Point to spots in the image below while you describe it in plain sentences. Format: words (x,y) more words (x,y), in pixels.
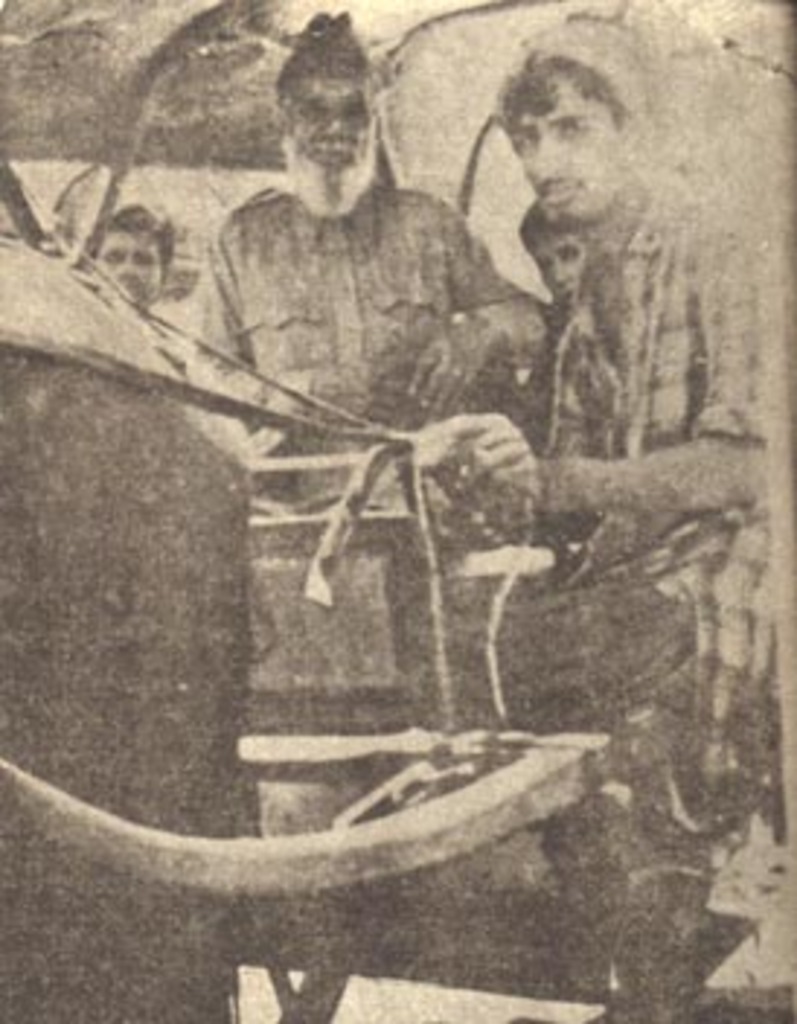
This is a black and white picture and in this picture we can see some people (323,302) and some objects (500,513).
